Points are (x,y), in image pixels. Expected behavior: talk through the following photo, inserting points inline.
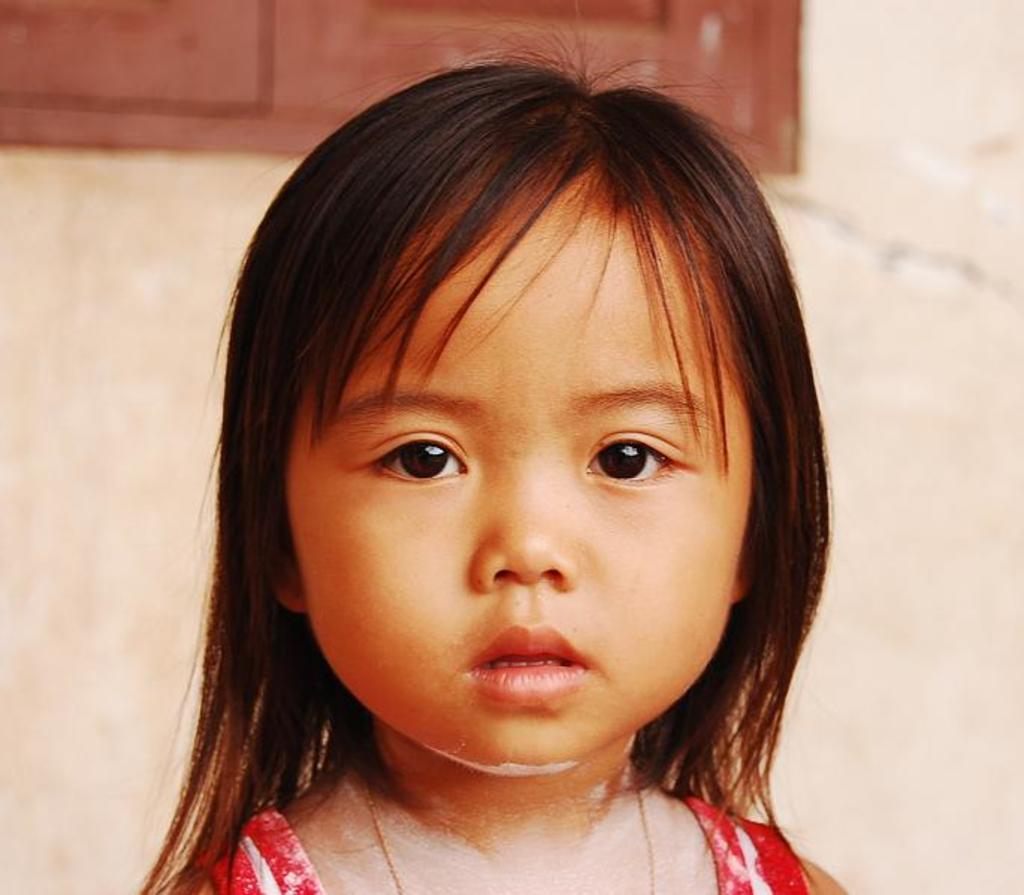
In the image there is a little girl (421,866) in red dress (716,843) standing in front of wall (162,227), there is window (171,48) on the left side of the wall (862,159).
